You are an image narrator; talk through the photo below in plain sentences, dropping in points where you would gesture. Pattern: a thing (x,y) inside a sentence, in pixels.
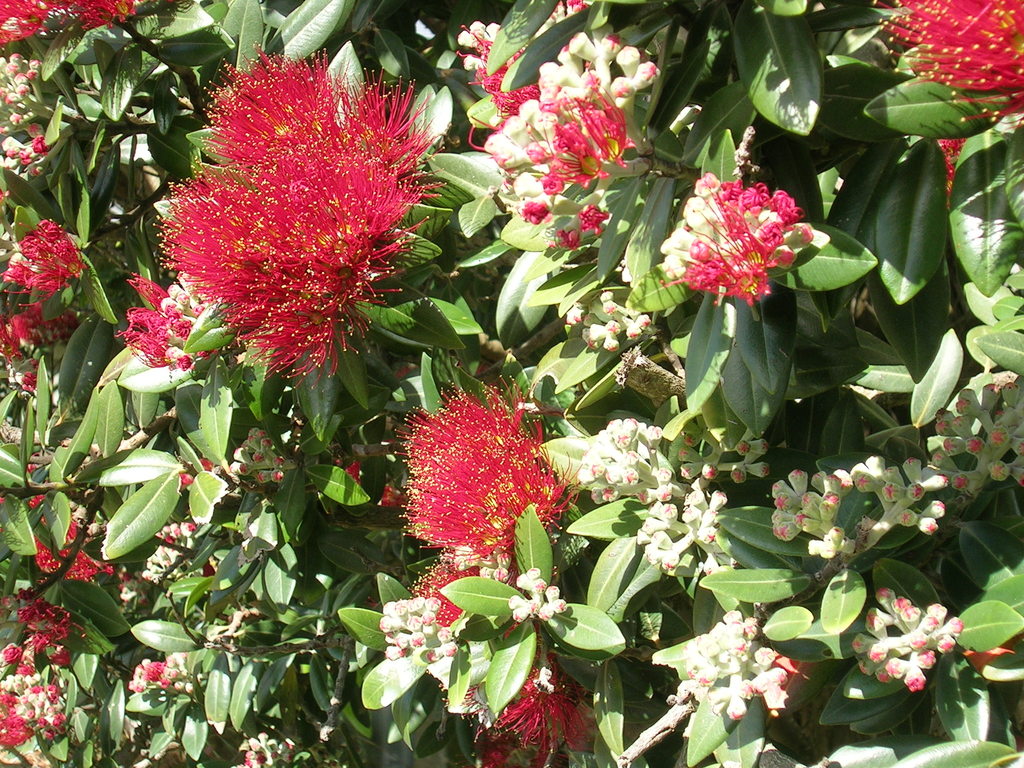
In the image we can see some flowers (1003,62) and plants (376,683).
